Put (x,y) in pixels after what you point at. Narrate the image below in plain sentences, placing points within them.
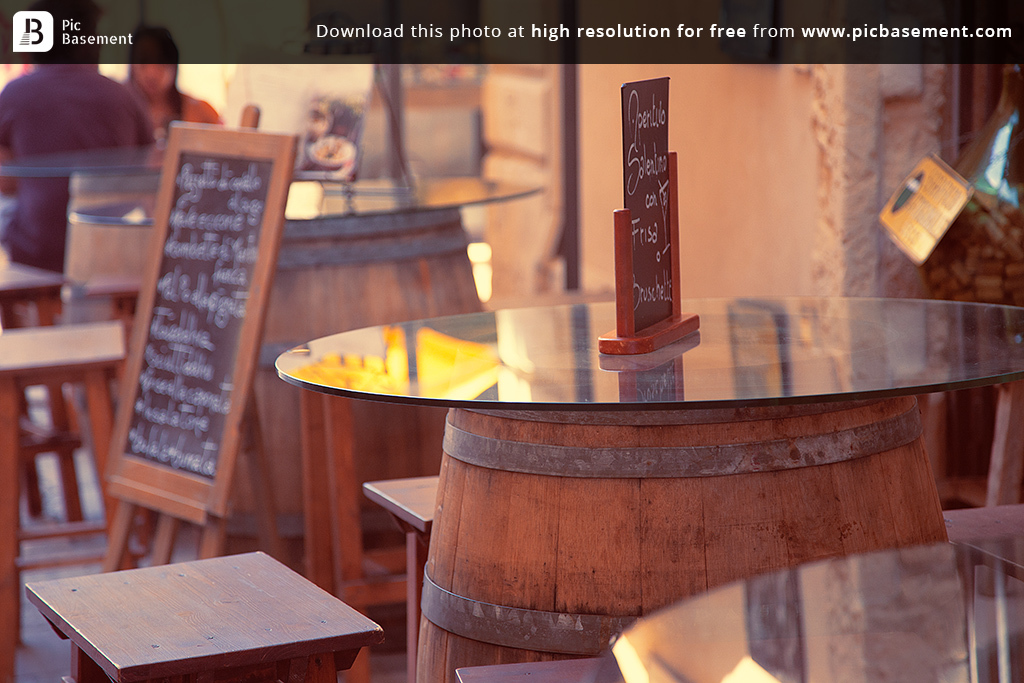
In the center of the image (639,258) we can see board (637,195) and glass (655,356) placed on the barrel (591,515). At the bottom of the image (36,598) we can see stools (36,598). In the background (179,328) we can see board (215,196), stools (4,290), barrels (346,235), persons (23,123) and wall (611,103). At the top of the image (966,32) there is text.
